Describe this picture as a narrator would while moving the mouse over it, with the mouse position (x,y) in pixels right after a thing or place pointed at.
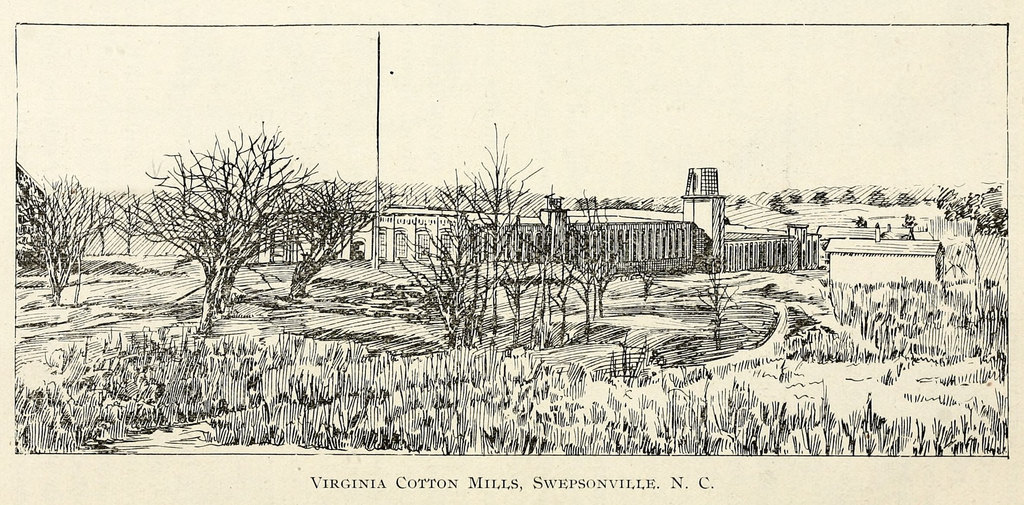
This image consists of a poster (656,356). In which there is a drawing (669,390) of a building (742,270) along trees (204,265) and grass (271,299).
